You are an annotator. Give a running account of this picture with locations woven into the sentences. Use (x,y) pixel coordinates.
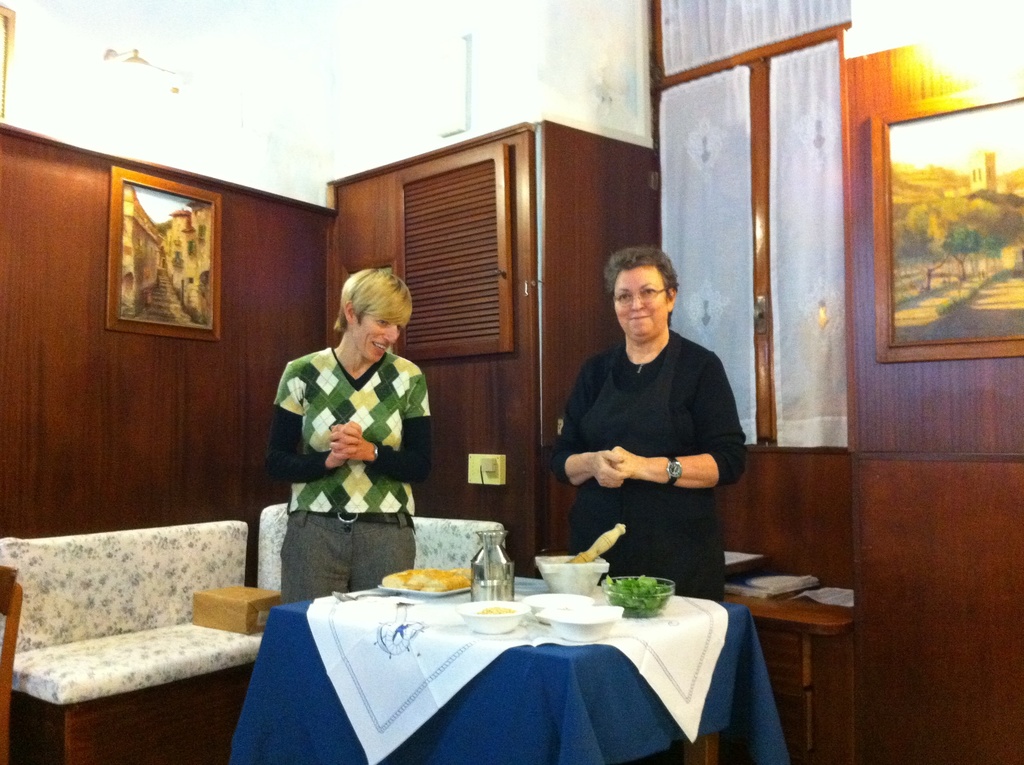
On the right side (707,476) a woman (697,508) is standing and smiling, she wore a black color dress (698,444). On the left side (302,389) another person (340,438) is standing, there is a photo frame (200,291) on the wall (548,526).
